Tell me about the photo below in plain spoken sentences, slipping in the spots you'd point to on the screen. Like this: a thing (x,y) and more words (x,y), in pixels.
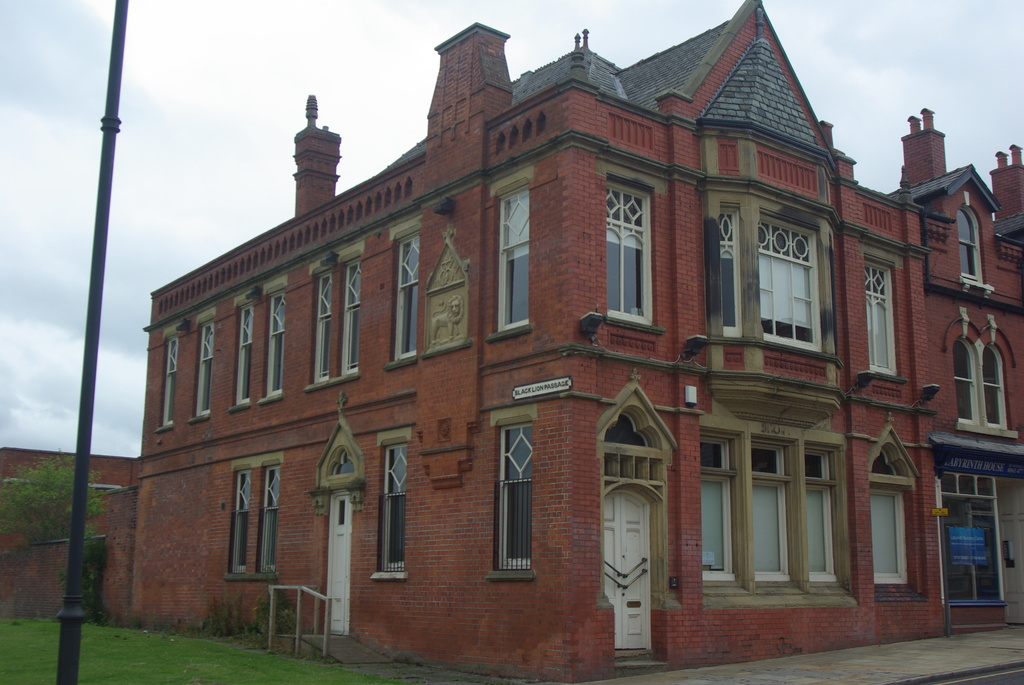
In this image I see a building (501,352) on which there are windows (395,549) and doors (643,592) and I see the green grass (108,652) and I see a black pole (65,646) over here and I see the plants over here and I see the path (873,665) over here. In the background (980,38) I see the sky (904,87).
